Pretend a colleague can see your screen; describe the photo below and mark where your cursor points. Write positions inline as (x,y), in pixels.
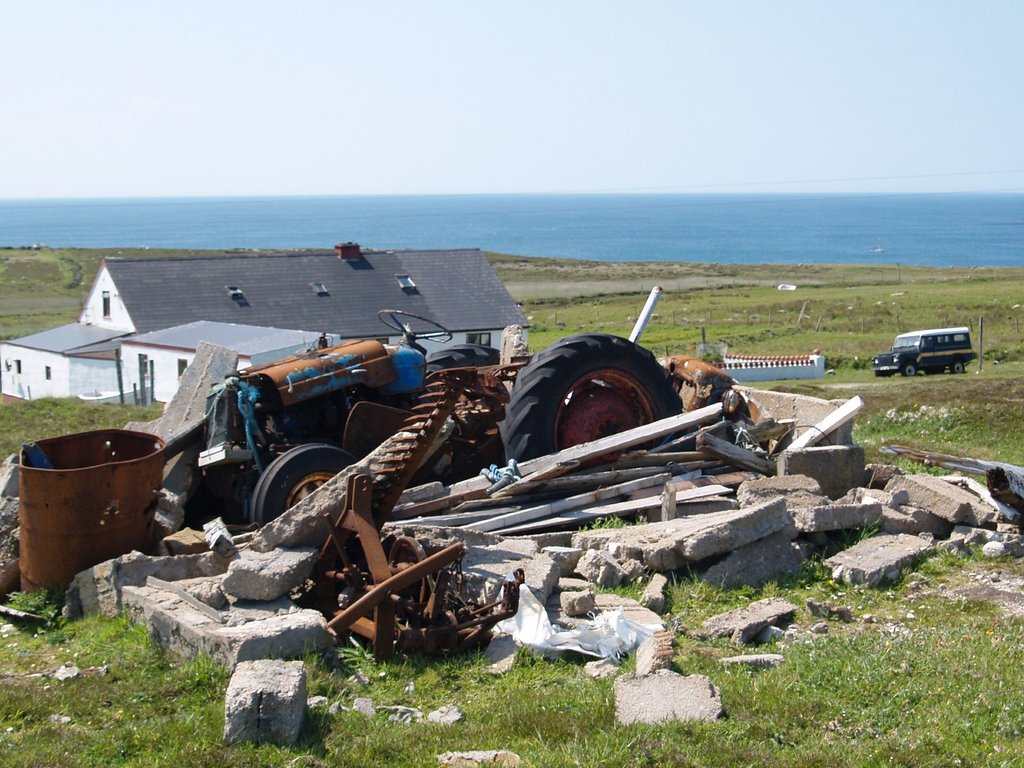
In the foreground of the picture (619,456) we can see stones (548,556), tractor (325,384), grass (886,693) and iron objects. In the middle of the picture (412,293) we can see building (473,336), car (911,336), fields (615,314), fencing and road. In the background (369,220) there is a water body (500,219). At the top (441,83) it is sky (438,126).
